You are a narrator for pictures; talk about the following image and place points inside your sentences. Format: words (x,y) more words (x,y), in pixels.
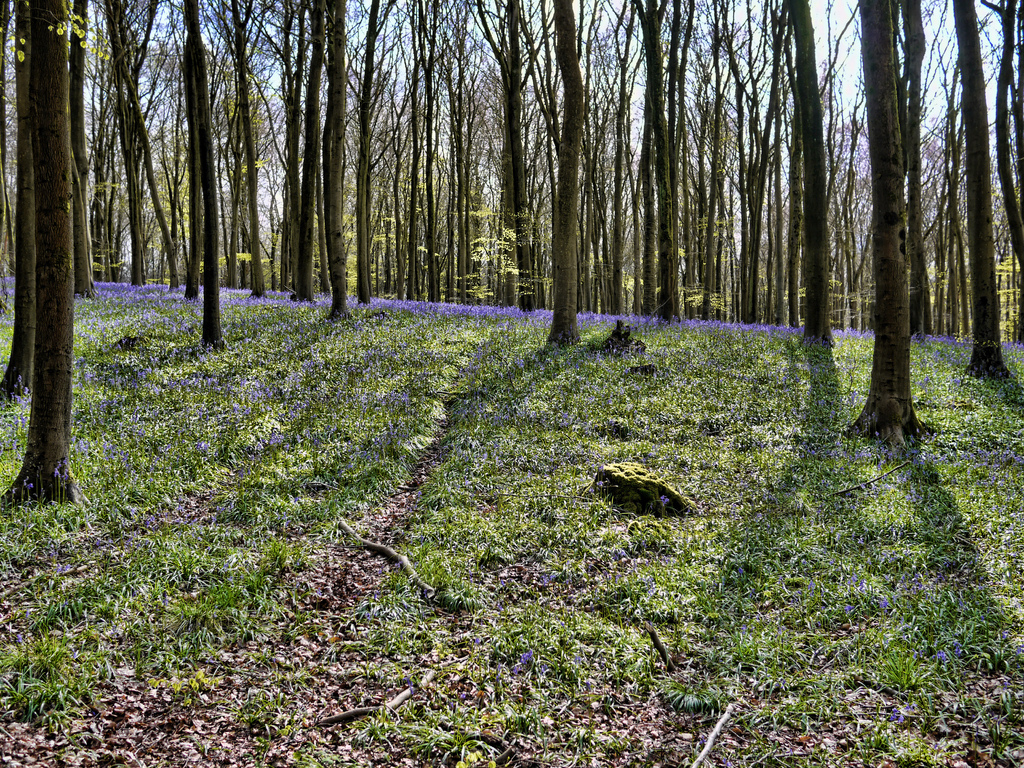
There is a grassy land (356,361) at the bottom of this image (358,606). We can see trees (556,213) in the background (650,239).
